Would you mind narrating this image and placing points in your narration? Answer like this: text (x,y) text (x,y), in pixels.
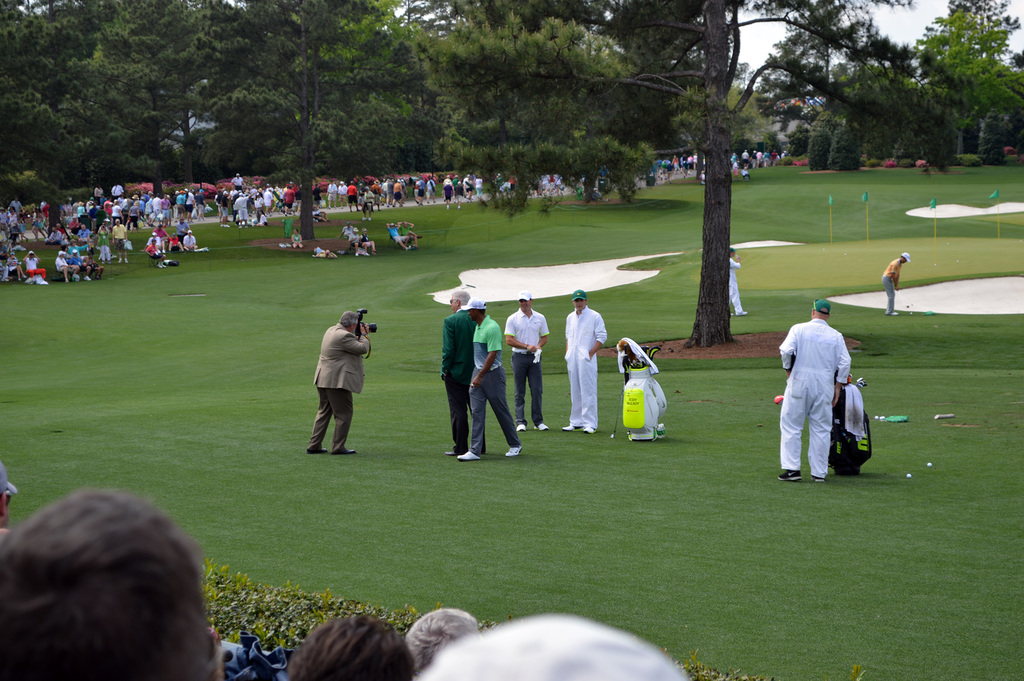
In this image there are a few people (594,411) playing golf on the golf course (619,326), besides them there are kits (650,422), balls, flags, around them there are a few spectators (322,213) watching the game, in the background of the image (582,178) there are trees (857,106) and there is a photographer (337,355) clicking the pictures.
